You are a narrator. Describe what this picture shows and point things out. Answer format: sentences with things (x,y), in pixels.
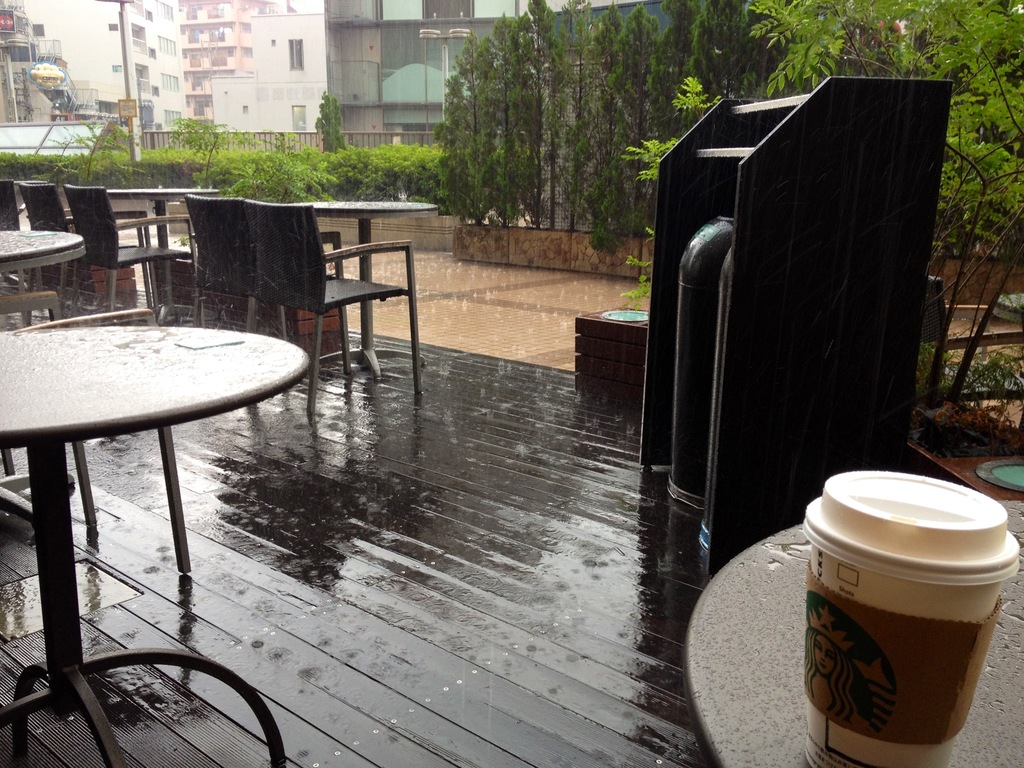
In this picture there are many unoccupied tables (58,394), chairs (36,197) kept outside which are in rain (353,264). To the right side of the image (918,550) we can observe a starbucks coffee cup (844,643). In the background (808,24) there are many trees (538,94) and buildings (258,70).
